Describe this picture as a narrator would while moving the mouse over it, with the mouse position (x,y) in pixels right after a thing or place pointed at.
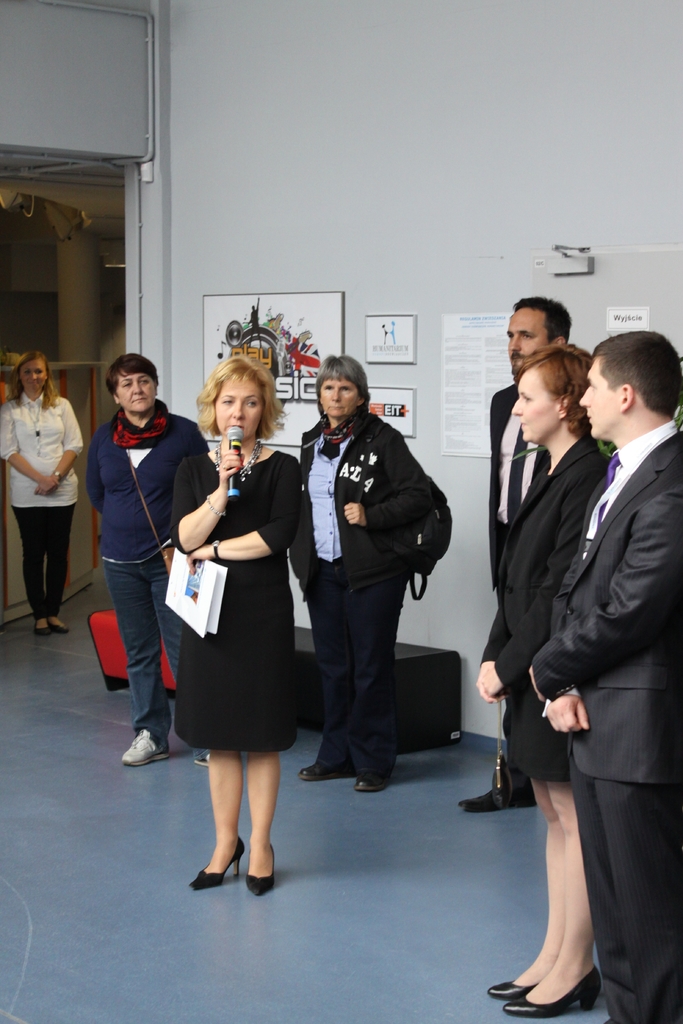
In this image there are group of persons (175,522) standing. In the center (282,579) there is a woman (250,612) standing and holding a paper (204,592) in her hand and holding a mic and speaking. In the background (324,186) there is a wall (431,166) and on the wall (442,179) there are frames (392,334) and there is a bench (306,706) which is black and red in colour.
